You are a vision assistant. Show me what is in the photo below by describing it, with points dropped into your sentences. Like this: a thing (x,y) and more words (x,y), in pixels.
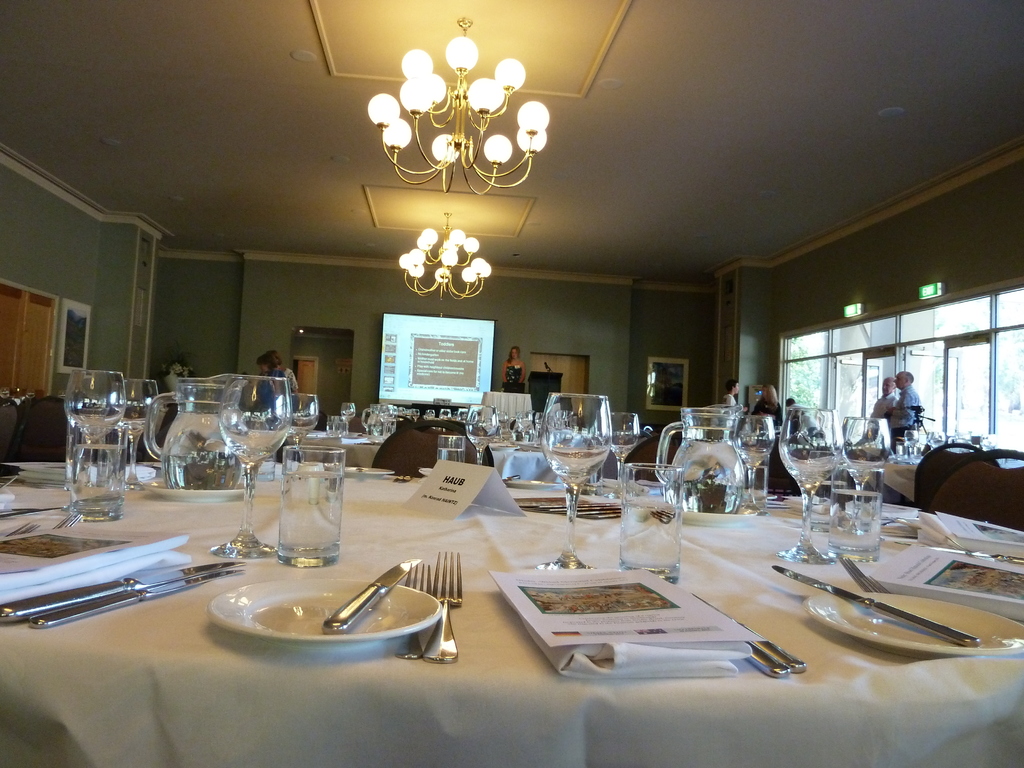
In front of the picture, we see a table (469,701) which is covered with white cloth (425,682). On the table (697,722), we see papers (586,629), white cloth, knives (193,570), spoons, forks (443,570), glasses (804,528), jars (199,460) and a name board (462,467). Behind that, we see tables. On the right side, we see people (886,426) are standing. Behind them, we see the window (822,381) from which we can see the trees (813,381). In the background (513,355), we see a woman (513,355) is standing. Beside her, we see a projector screen (449,354) which is displaying some text (466,357). Behind that, we see a wall (367,294). On the left side (17,339), we see a door (15,381) and people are standing. At the top (388,110), we see the chandeliers (471,160).
